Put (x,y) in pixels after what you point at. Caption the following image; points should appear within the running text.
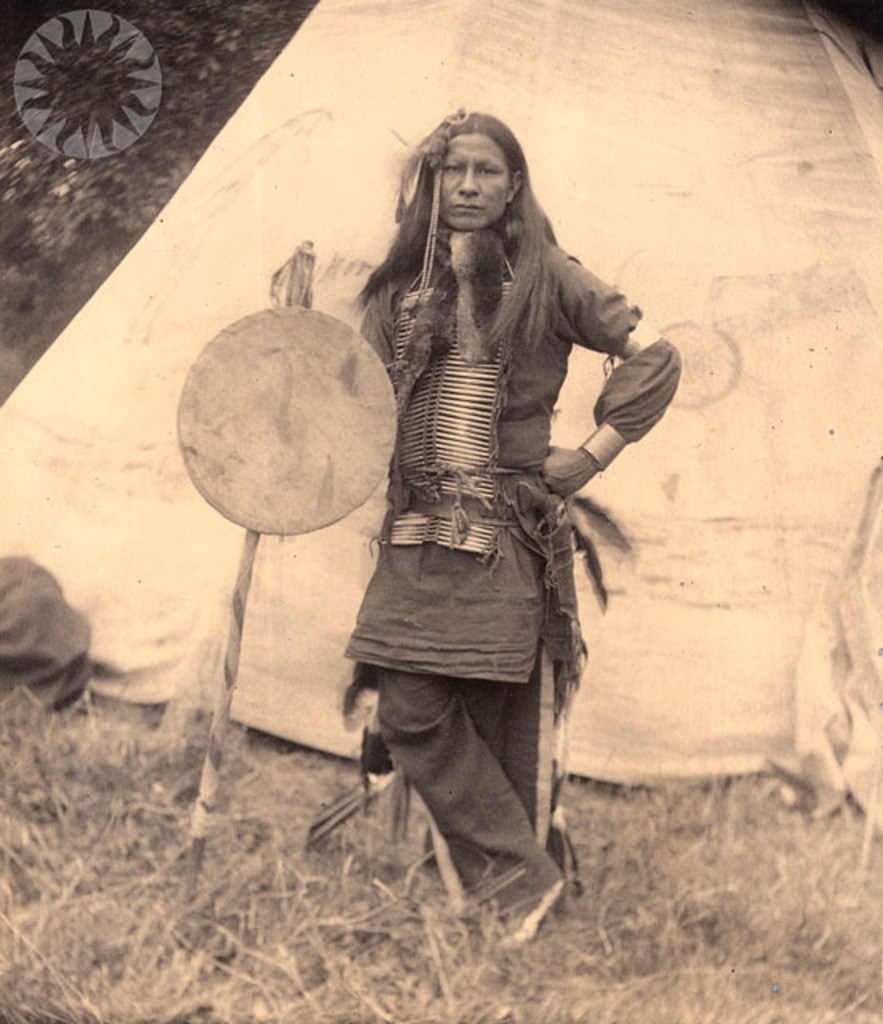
In this picture we can see a man (551,381) standing on the grass (380,868), tent (687,270), stick (196,816), leaves (125,178) and some objects (58,628).
